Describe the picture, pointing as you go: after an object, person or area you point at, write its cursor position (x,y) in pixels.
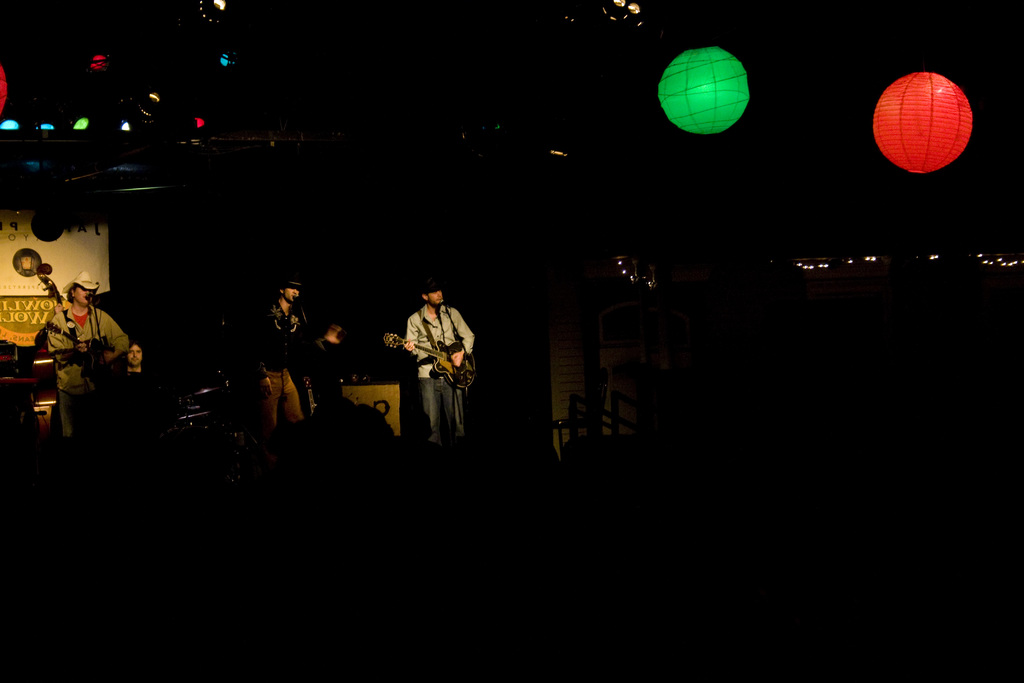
Here we can see persons (443,319) and two of them are playing guitars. There are decorative balls (730,75), lights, and a banner (70,240). There is a dark background (986,349).
